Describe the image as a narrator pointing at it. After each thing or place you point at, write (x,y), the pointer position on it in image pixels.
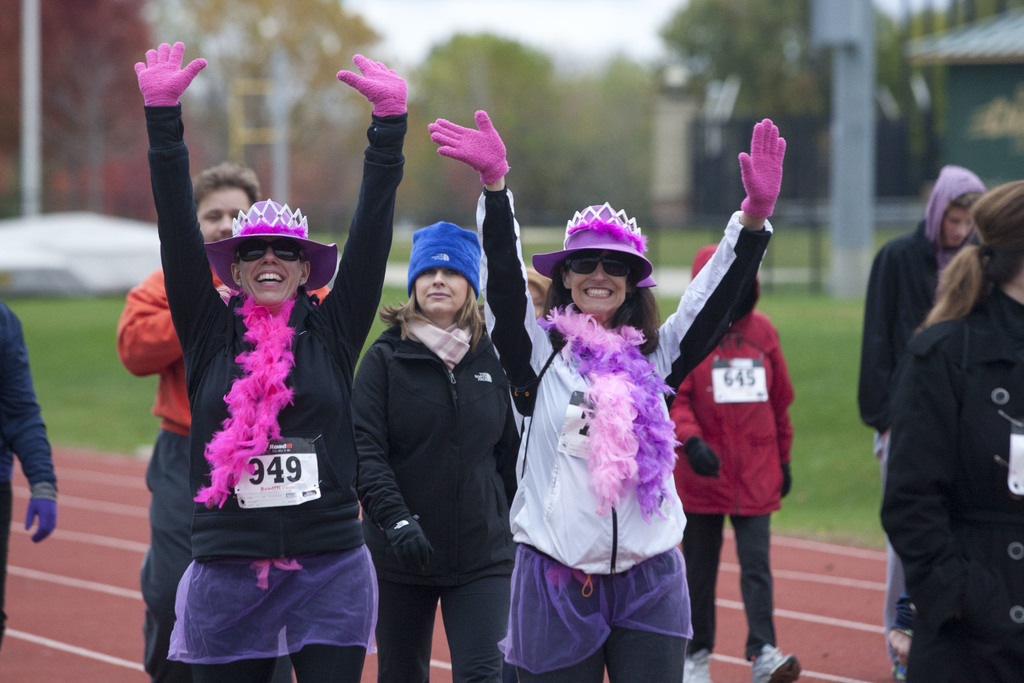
In the picture we can see a running surface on it, we can see some people (473,521) are standing and two women (669,521) are raising their hands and they are in jackets (1002,511), hoodies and gloves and in the background (107,342), we can see a grass surface (58,341) with some poles (29,99) and trees (642,175) and a part of the sky (556,59).
